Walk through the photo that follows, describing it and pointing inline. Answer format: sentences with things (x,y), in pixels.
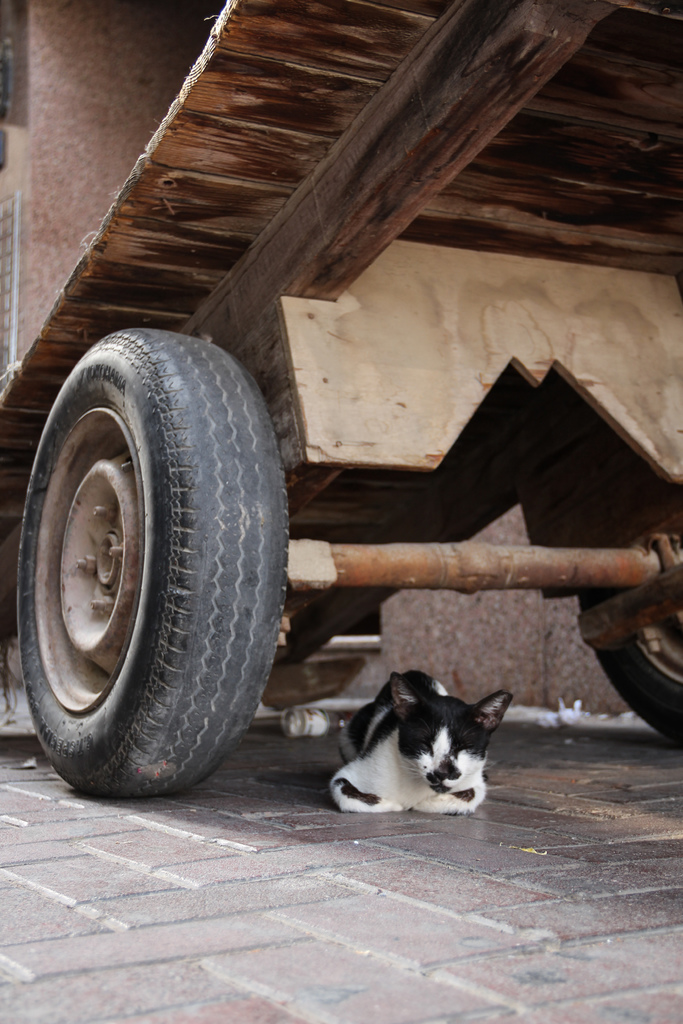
In this image we can see a cat (379,774) on the floor (424,846) and there is a vehicle (398,489) and we can see a wall (453,612) in the background (443,617).
